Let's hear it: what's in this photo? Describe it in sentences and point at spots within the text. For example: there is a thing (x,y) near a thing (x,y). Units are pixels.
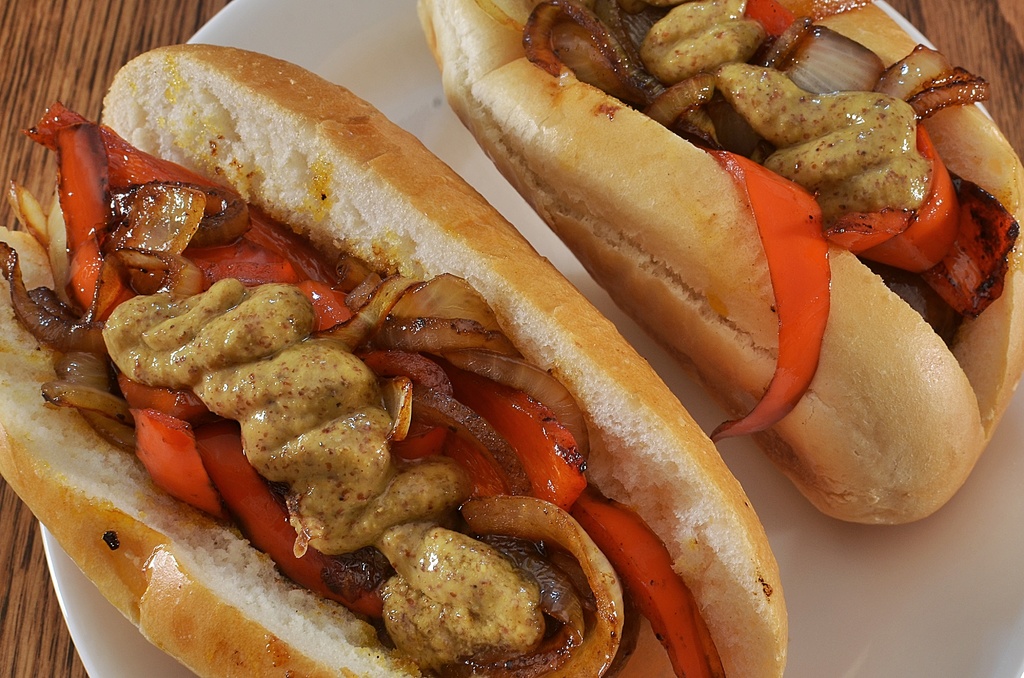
In this picture there are two sandwiches (521,257) which is kept on the white plate (857,529). This plate (992,578) is kept on the table (14,26).
